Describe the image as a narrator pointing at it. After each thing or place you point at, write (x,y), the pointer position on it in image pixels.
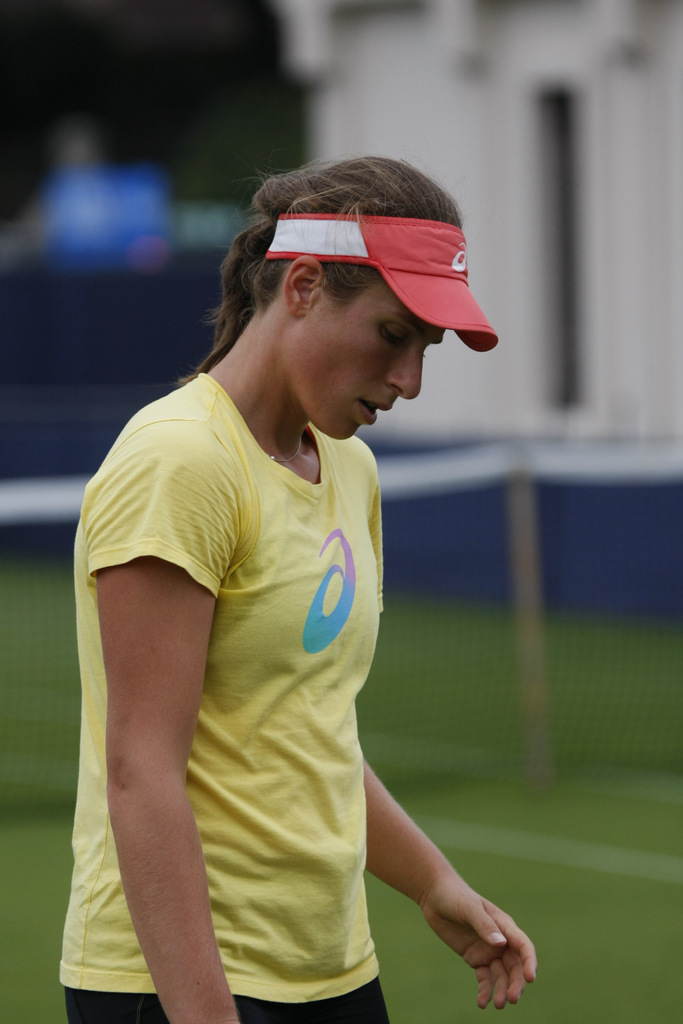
In this image I can see the person (143,621) and the person (306,718) is wearing yellow color t-shirt (337,719) and I can see the net (432,573) and I can see the blurred background (595,170).
